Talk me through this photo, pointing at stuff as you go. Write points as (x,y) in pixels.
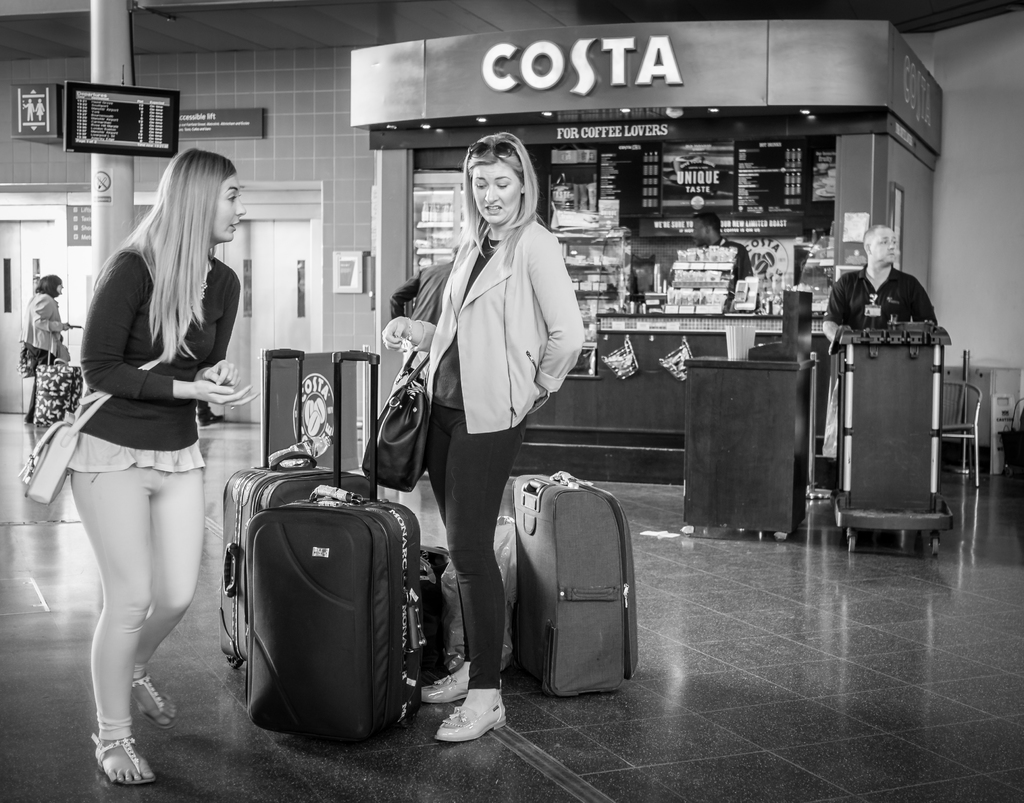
In the image there are two woman (439,404) and in front of them there are luggage bags (368,531) and back side there is a coffee shop (645,97), this looks like a airport (277,131).
